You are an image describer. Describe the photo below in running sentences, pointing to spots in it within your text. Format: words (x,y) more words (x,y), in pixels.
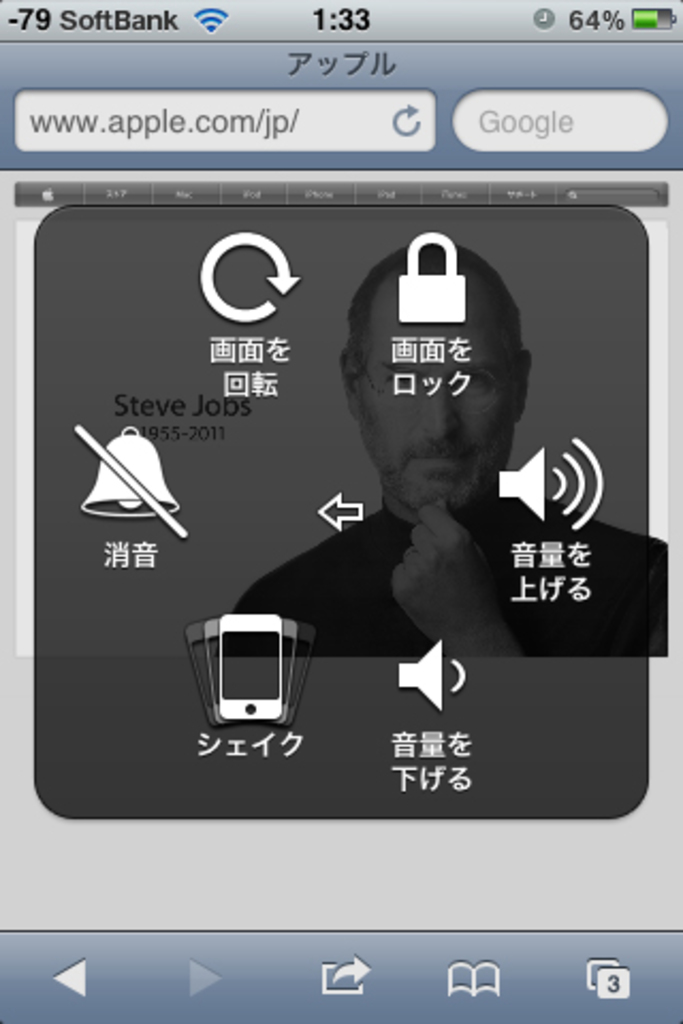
This picture contains the screen (485,458) of the mobile phone (471,310). We see icons (420,671) displayed on it. At the top of the picture (207,8), we see the WiFi symbol (218,22) and time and charging percentage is displayed. Behind that, we see the man (548,597) in the black dress (329,608) is wearing spectacles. At the bottom of the picture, we see the buttons (497,961).
